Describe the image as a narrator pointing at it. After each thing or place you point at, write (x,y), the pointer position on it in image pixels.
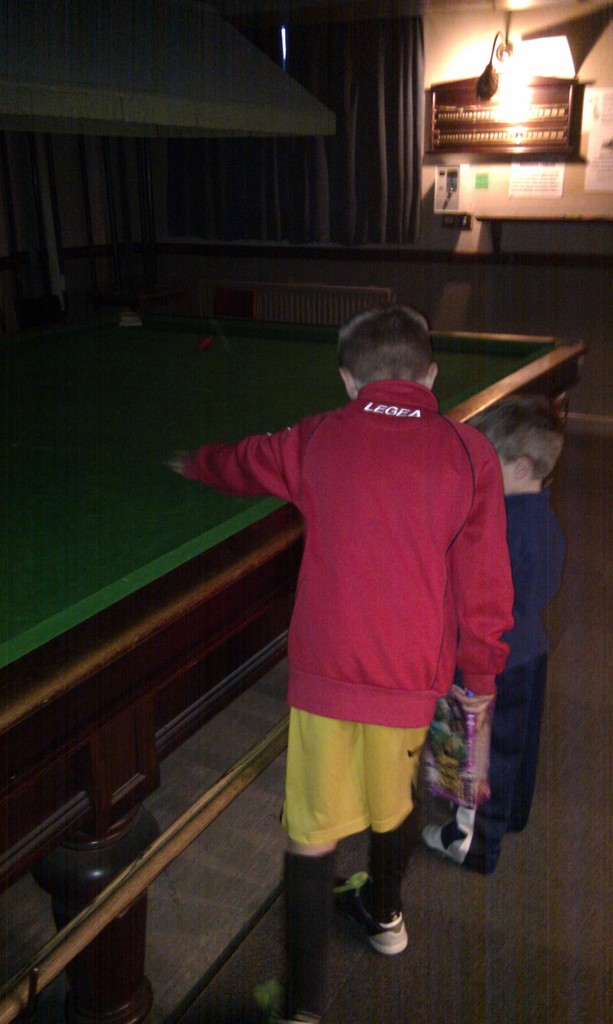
In this image i can see there are two children (457,565) standing on the floor (423,901) on the side of a snooker table (155,476).
